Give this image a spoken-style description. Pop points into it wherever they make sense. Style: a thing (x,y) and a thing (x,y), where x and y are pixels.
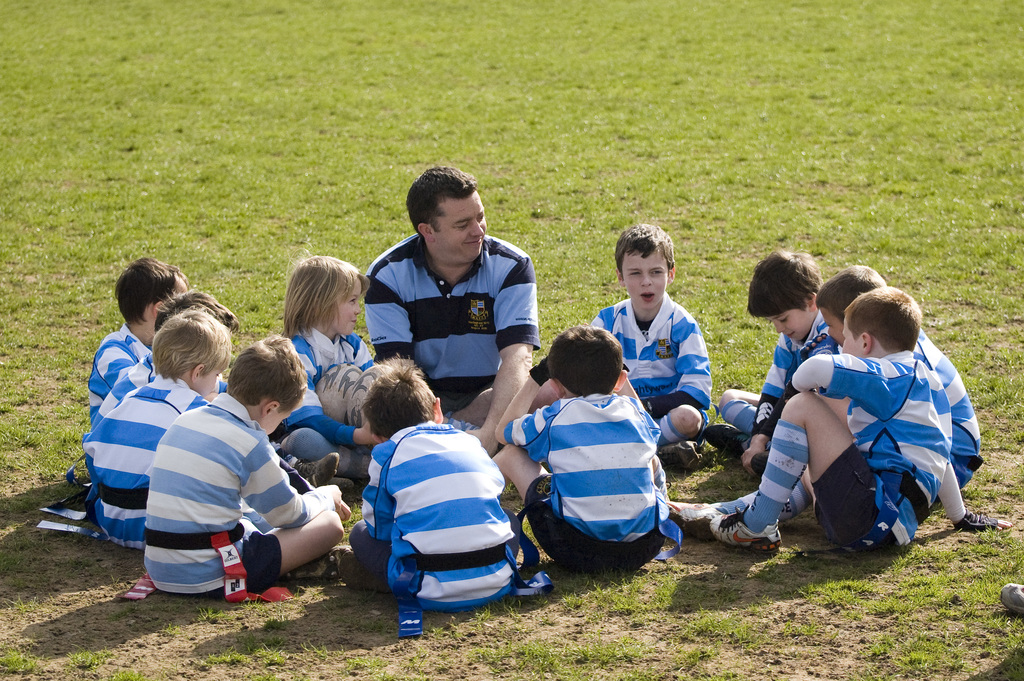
In this image I can see few people (521,471) are sitting on the ground (77,368). One man (478,288) is wearing t-shirt (479,302) and smiling. And some of the kids (256,459) are looking at this boy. The child (326,354) who is sitting left side of the man (481,316) is holding a ball (336,395) in his hands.
